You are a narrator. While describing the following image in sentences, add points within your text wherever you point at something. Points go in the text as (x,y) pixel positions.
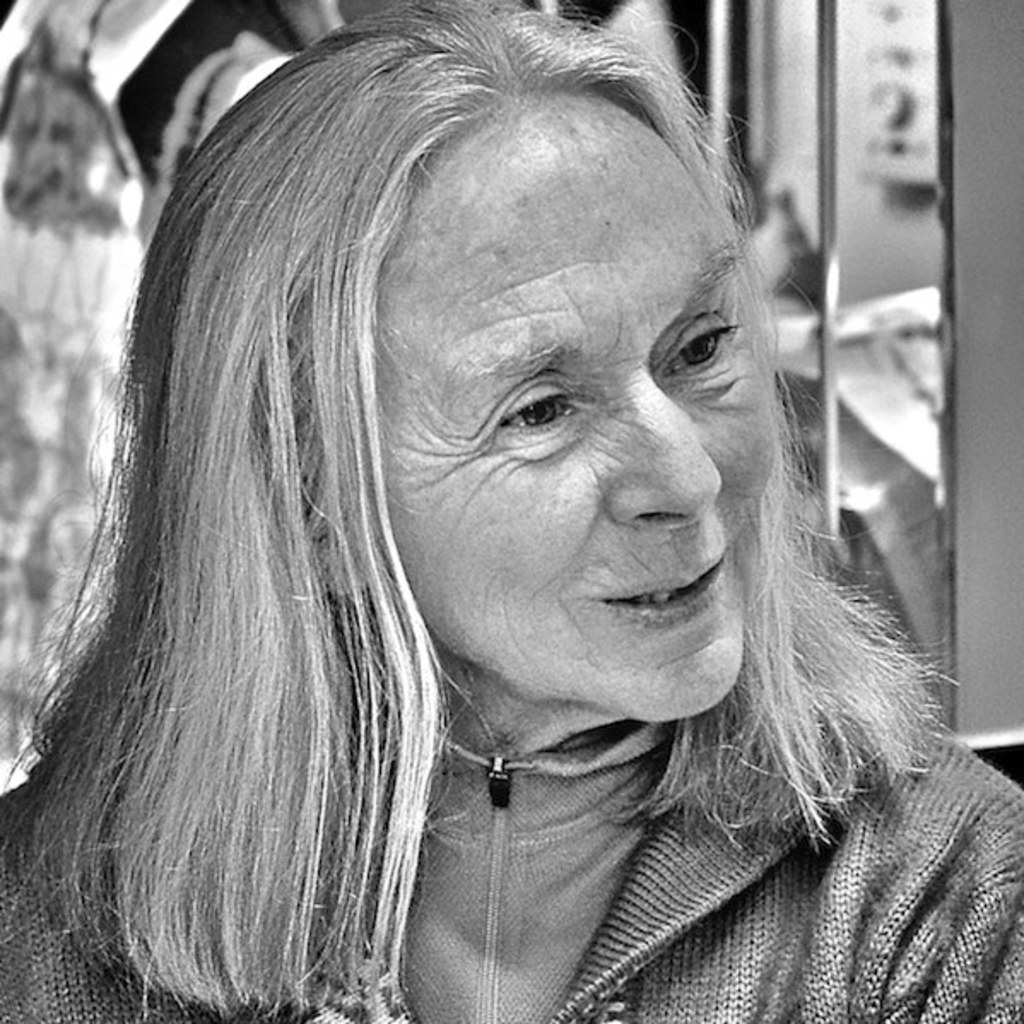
This is a zoomed in picture. In the foreground (731,836) there is a person (459,634) seems to be talking and we can see the wrinkles (499,305) on the face (645,379) of a person (400,325). In the background (134,208) there are some objects (827,83).
